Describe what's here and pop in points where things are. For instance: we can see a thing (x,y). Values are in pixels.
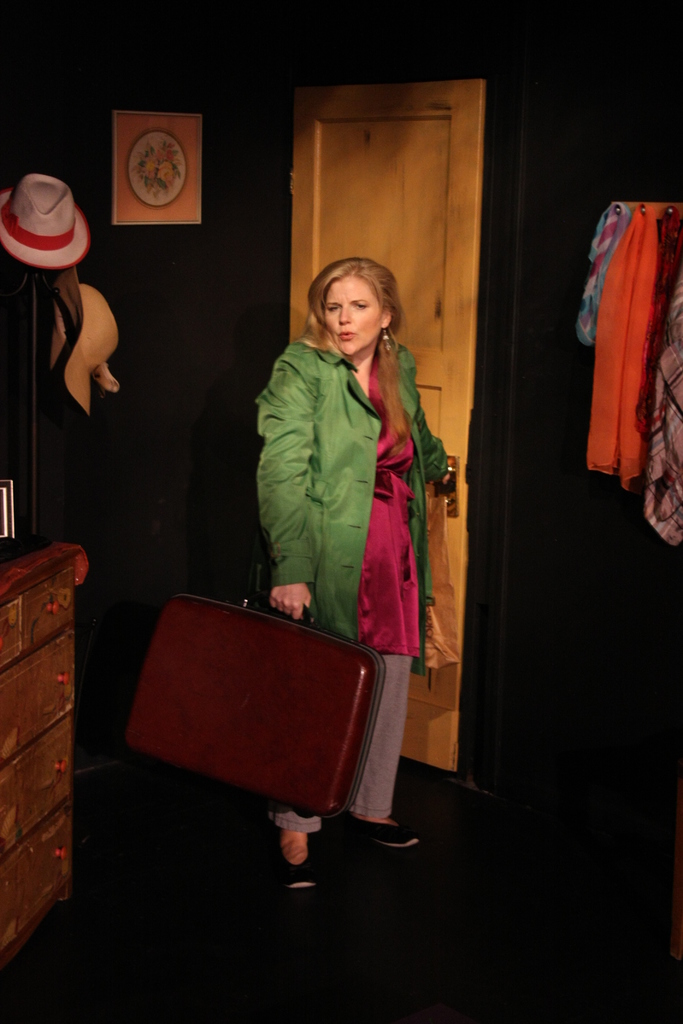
In the center (317,466) we can see one woman (364,419) standing and holding suitcase (275,714). On the left side (95,335) we can see the table (24,588) and cap (39,240). And on the right side (619,386) we can see the clothes (627,287). Coming to the background (491,132) we can see the door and wall (515,193).
